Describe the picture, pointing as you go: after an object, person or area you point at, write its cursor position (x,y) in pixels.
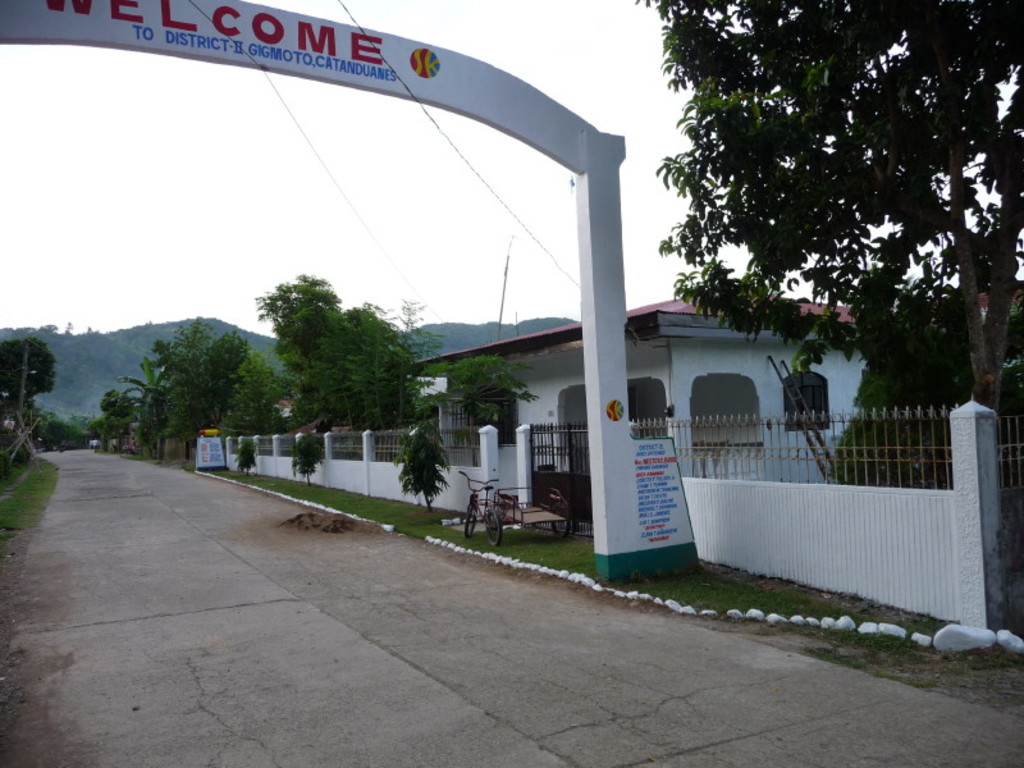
In the left side (54,25) it is an arch (616,454), this is a road (262,601) in the down side. In the right side (889,310) it looks like a house (510,437), there are trees (239,350).
